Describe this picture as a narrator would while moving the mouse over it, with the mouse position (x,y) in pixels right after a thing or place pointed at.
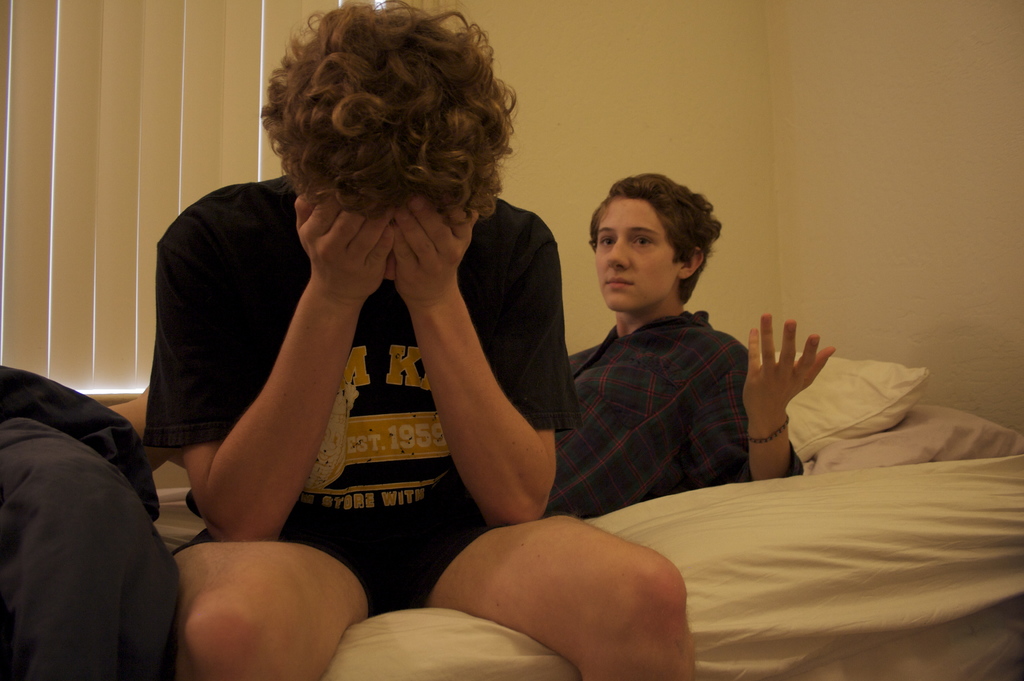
In this image we can see two persons (644,229) of them one is lying on the cot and the other is sitting on the cot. In the background (118,152) we can see blankets (124,436), blinds (137,151) and walls (874,117).
